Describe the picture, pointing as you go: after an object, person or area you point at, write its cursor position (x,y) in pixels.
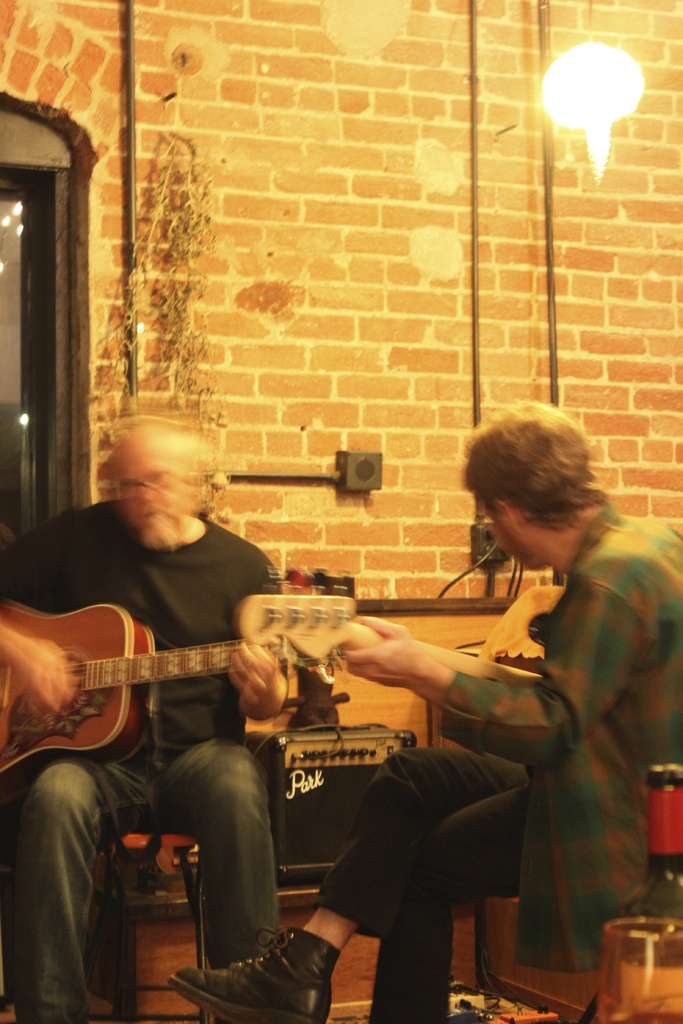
In this picture we can see two men (607,631) sitting and holding guitars (124,676) in their hands (350,652) and playing it and in background (399,570) we can see wall (448,136), light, pipes (475,55), wire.
